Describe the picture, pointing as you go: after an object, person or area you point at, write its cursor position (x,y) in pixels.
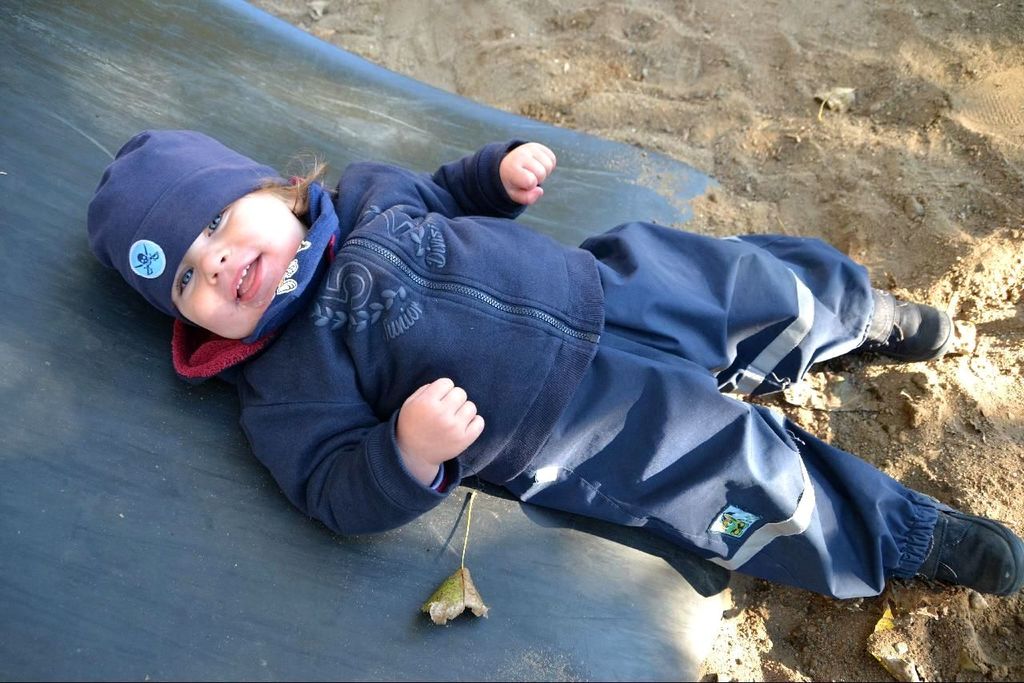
In this image there is a kid (385,302) lying on the slide (41,233). The slide (303,114) is on the sand (561,102). The kid (517,289) is wearing the sweater (440,293) and a cap (140,187).
